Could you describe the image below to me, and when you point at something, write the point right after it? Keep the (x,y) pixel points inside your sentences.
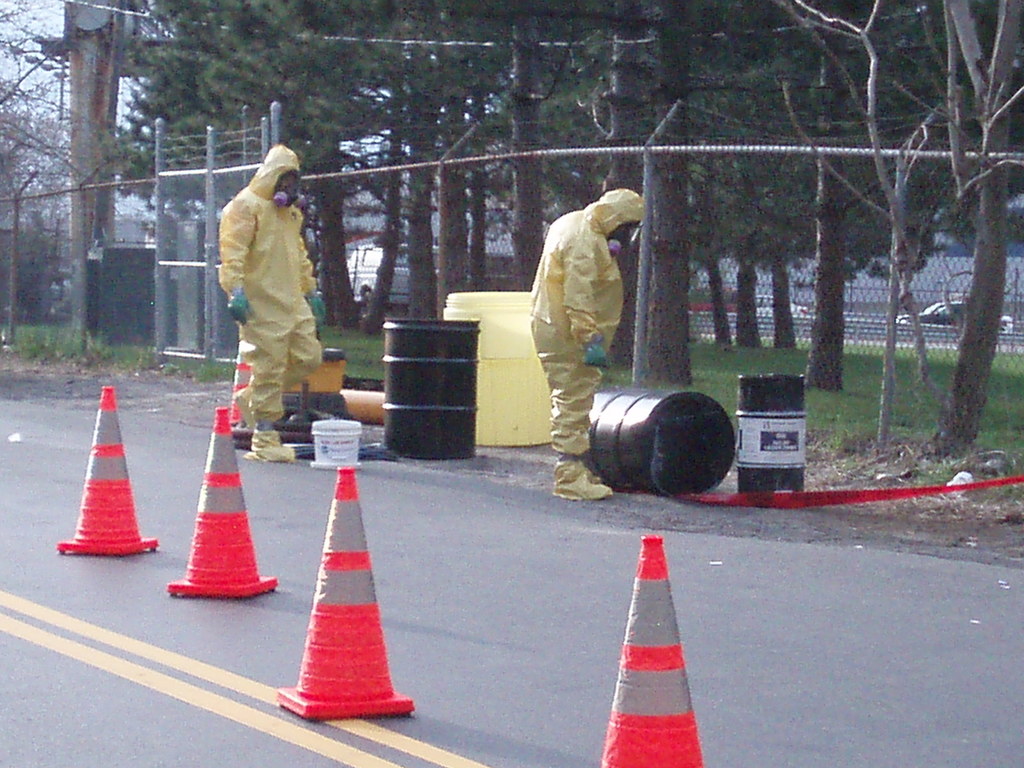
This picture is taken beside the road (217,398). Beside the road (490,488), there are two persons (236,279) wearing yellow jackets (568,322). Beside them, there are drums (533,428). At the bottom (535,578), there is a road (379,590). On the road (317,544), there are some objects (379,696). In the background (399,132), there are trees (569,110) and fence (421,165).
